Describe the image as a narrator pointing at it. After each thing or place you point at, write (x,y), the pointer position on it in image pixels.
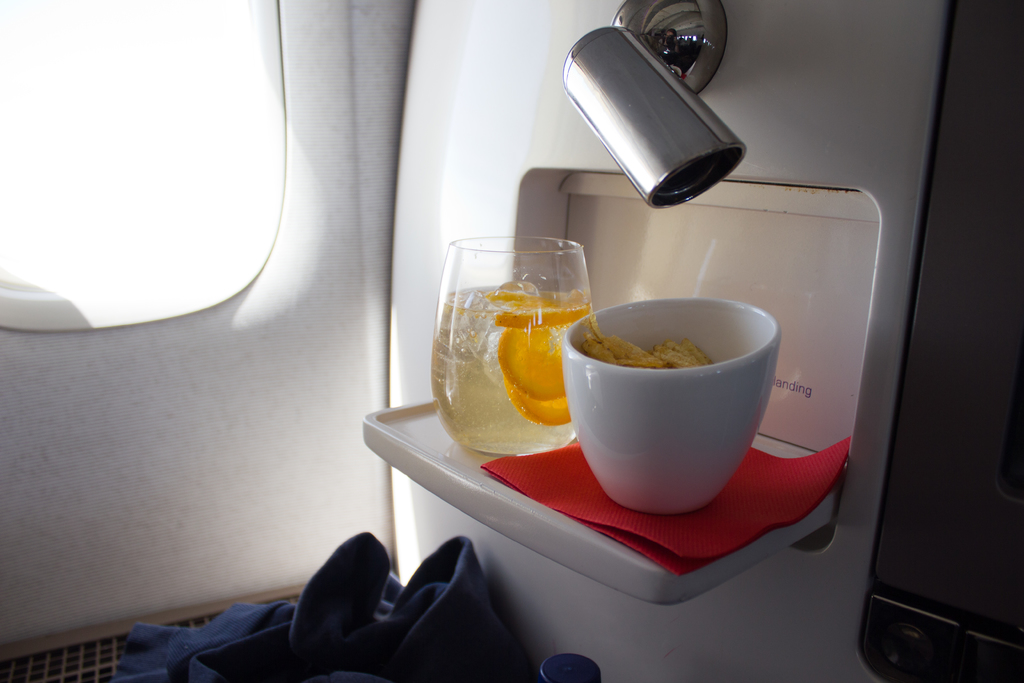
In this image we can see inside of a vehicle (183,404). We can see a stand (398,432) and on the stand (405,446) we can see few objects (578,436). On the left side (247,241), we can see a window (31,215). At the top (615,133) we can see an object (662,145). At the bottom (179,662) we can see a cloth (386,584).
